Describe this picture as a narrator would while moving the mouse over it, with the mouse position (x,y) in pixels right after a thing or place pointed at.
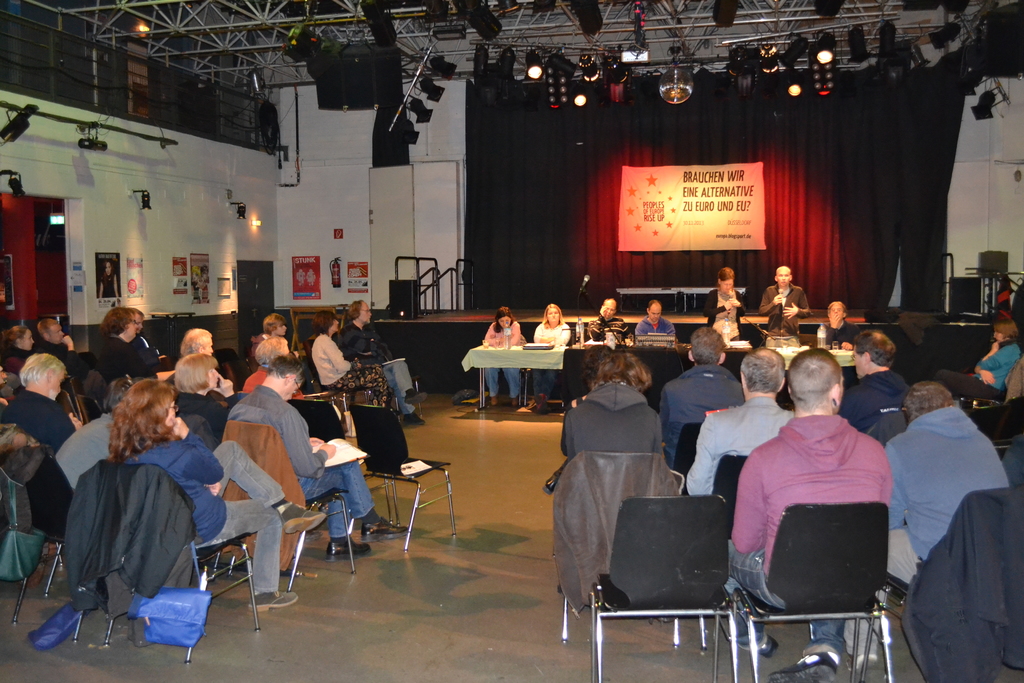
This is a big hall (484,582). This is looking like a meeting is being conducting. Many people (854,447) are sitting in the chair (329,413). There a curtain (830,135) in the background (853,214) in that a banner (698,222) is attached. The stage (421,325) is empty. Just next to the stage (477,340) few people (509,321) are sitting in the chair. In front of them there is table (495,357). The wall (321,226) is white. In the top (518,83) there are lights (788,58). One person (786,300) is talking.
